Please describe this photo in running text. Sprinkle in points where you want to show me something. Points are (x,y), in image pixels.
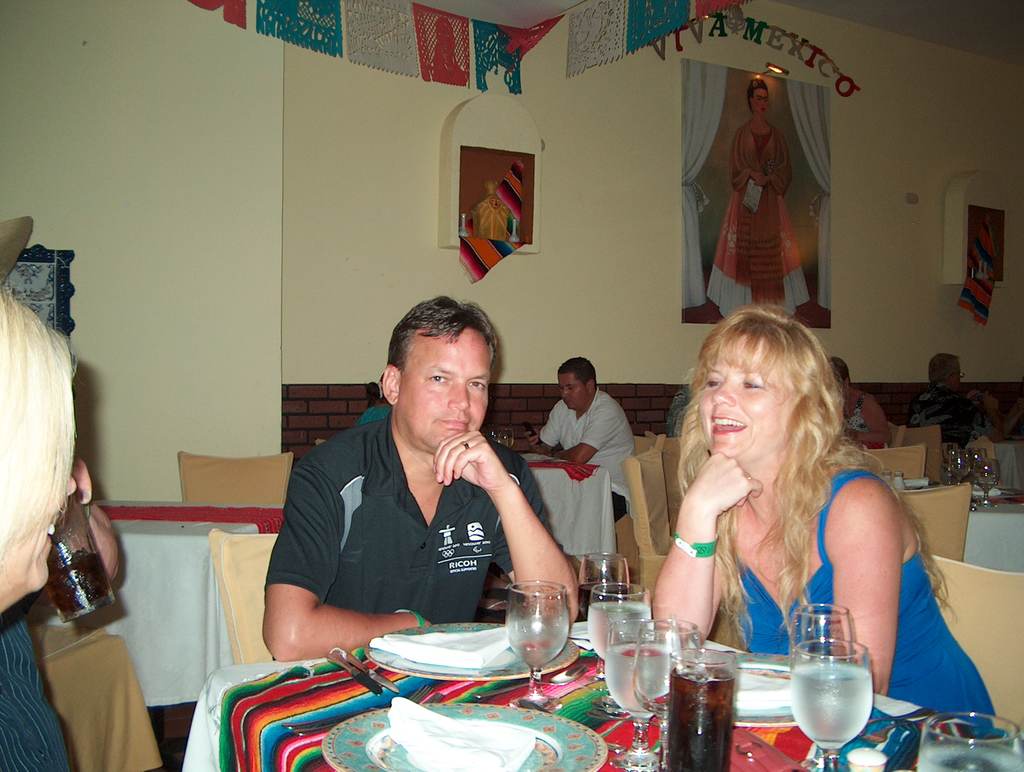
In this picture we can see a man (457,560) wearing black t-shirt (457,560) sitting on the chair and giving a pose to the camera. Beside there is a woman (862,631) wearing a blue dress (903,678) and smiling. Behind there are some people (589,453) sitting at the restaurant table (586,481). In the background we can see walls (637,407) with some decoration ribbons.
